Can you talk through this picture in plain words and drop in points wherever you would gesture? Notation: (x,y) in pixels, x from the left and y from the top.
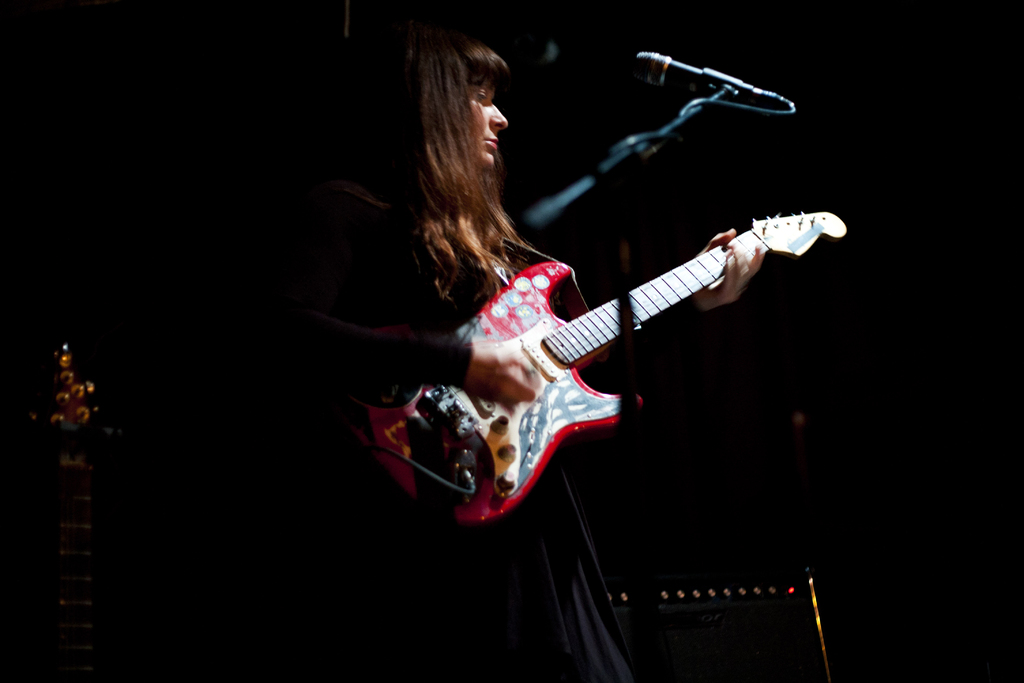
In this picture in the front (462,379) there is a woman (428,380) standing and holding a musical instrument (476,409) in her hand (517,397). On the right side (729,82) there is a mic (749,87) which is black in colour. In the background (83,442) there are objects (79,456) which are golden in colour.
